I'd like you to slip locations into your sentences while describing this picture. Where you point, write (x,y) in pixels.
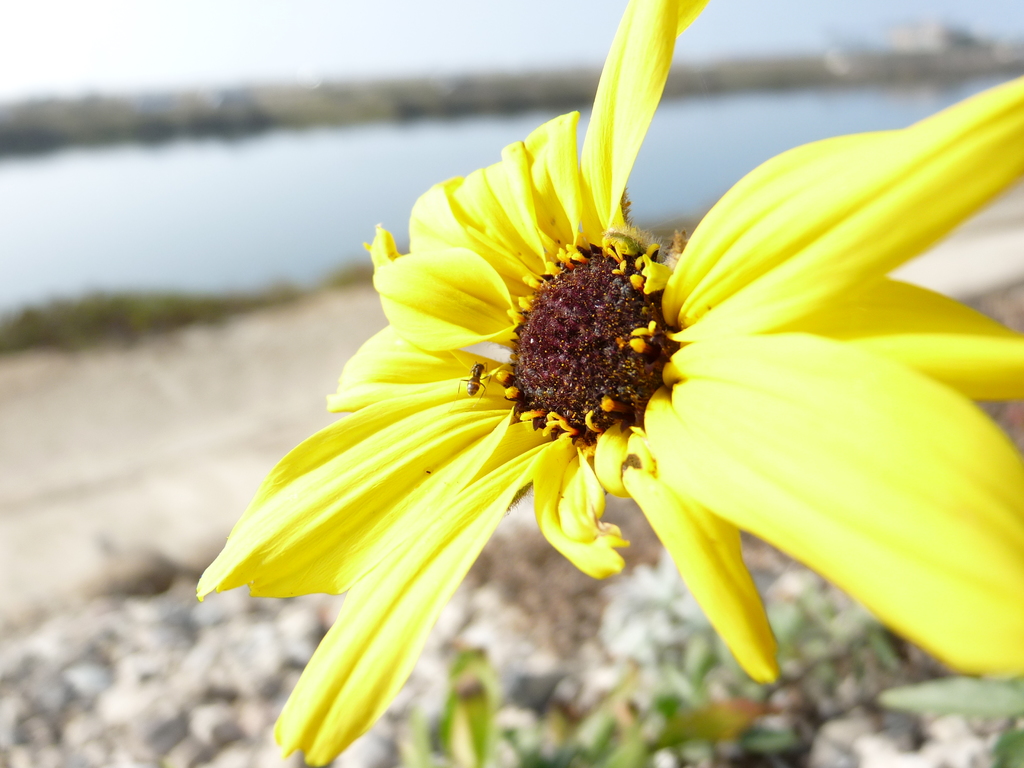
In this picture I can see a flower (505,157), there is water (182,188), and in the background (398,41) there is the sky (483,39).
